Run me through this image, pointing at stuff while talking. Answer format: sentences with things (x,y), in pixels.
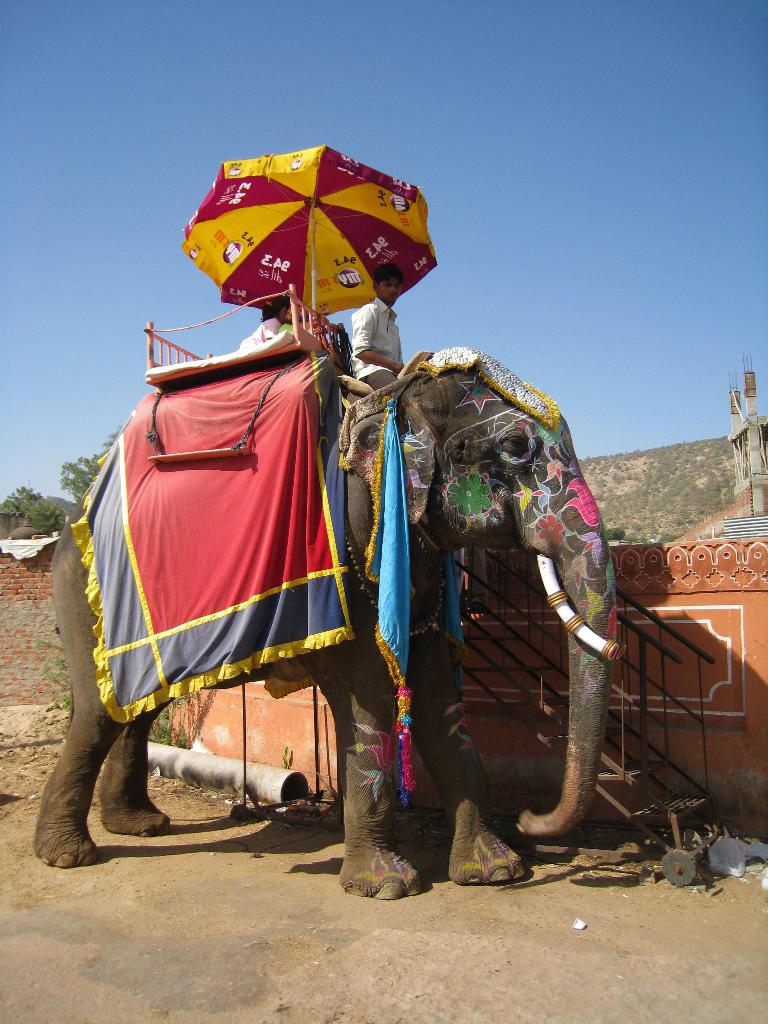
in this image we can see an elephant (491,526), on the back (289,410) of elephant (485,519) one man (367,356) and girl (272,329) is sitting. One cloth (238,483) and wooden thing (148,344) is attached to the elephant (486,507) with one umbrella (327,223). Behind elephant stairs (631,774) and wall (697,605) is present. Sky (422,86) is blue.
